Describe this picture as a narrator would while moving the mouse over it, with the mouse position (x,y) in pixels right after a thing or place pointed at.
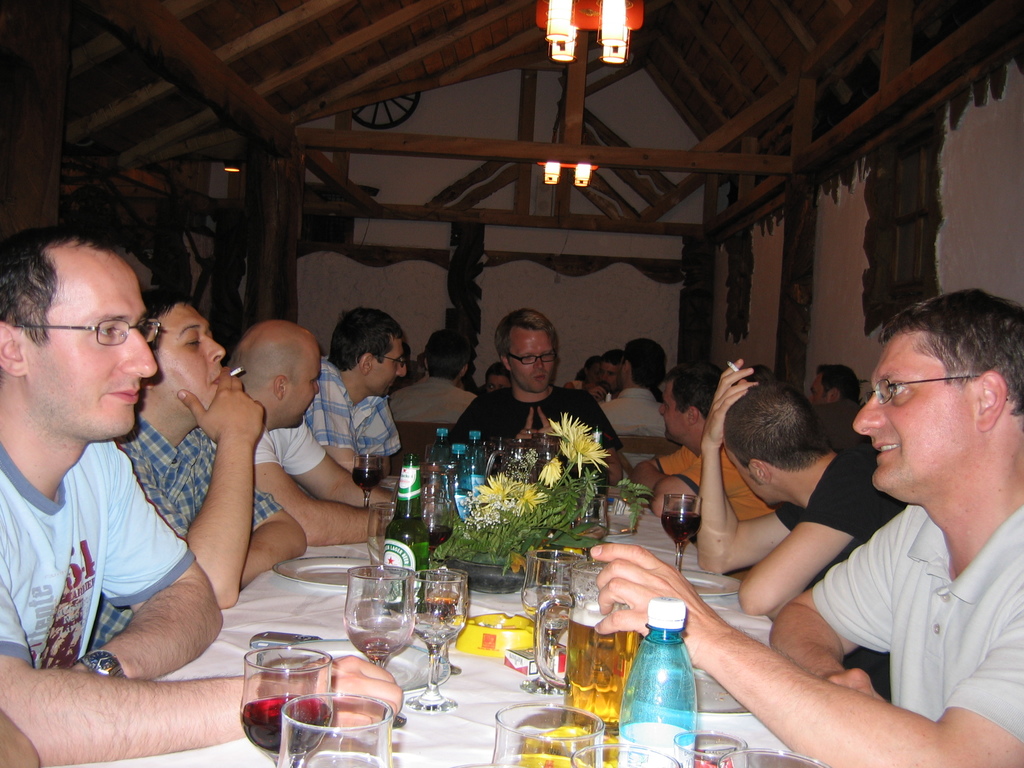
In this room (603,102) every person (377,371) is sitting. Lights (619,33) are attached to a roof (593,54). In-front of this person (104,538) there is a table (489,760). On this table (251,589) there are glasses (505,732), plate (336,583), bottles (410,508) and plant (529,546). Front this 2 person (108,368) wore spectacles (113,343). This 2 persons (779,461) hold cigar (234,371).
